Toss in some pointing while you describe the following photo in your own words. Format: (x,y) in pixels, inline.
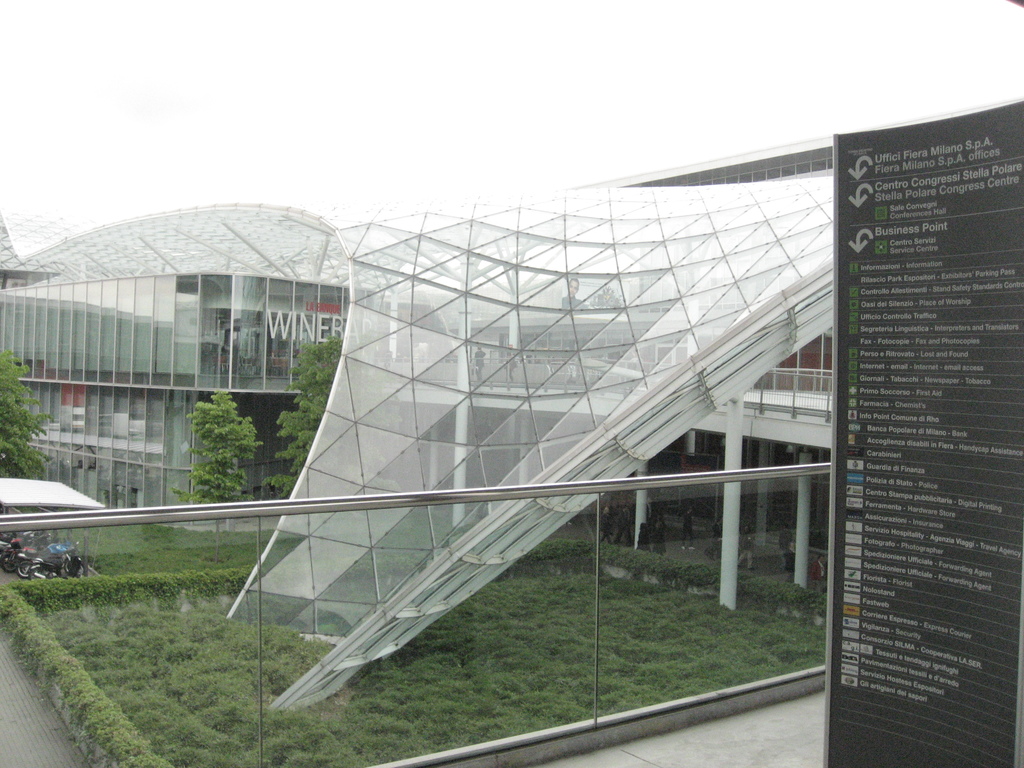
In this picture we can observe a building (265,420). There is some grass (156,648) and plants (109,583) on the ground (168,597). We can observe a glass railing (303,536). On the right side (848,367) there is a poster (916,509) which is in grey color. In the background (529,119) there is a sky (382,151).
